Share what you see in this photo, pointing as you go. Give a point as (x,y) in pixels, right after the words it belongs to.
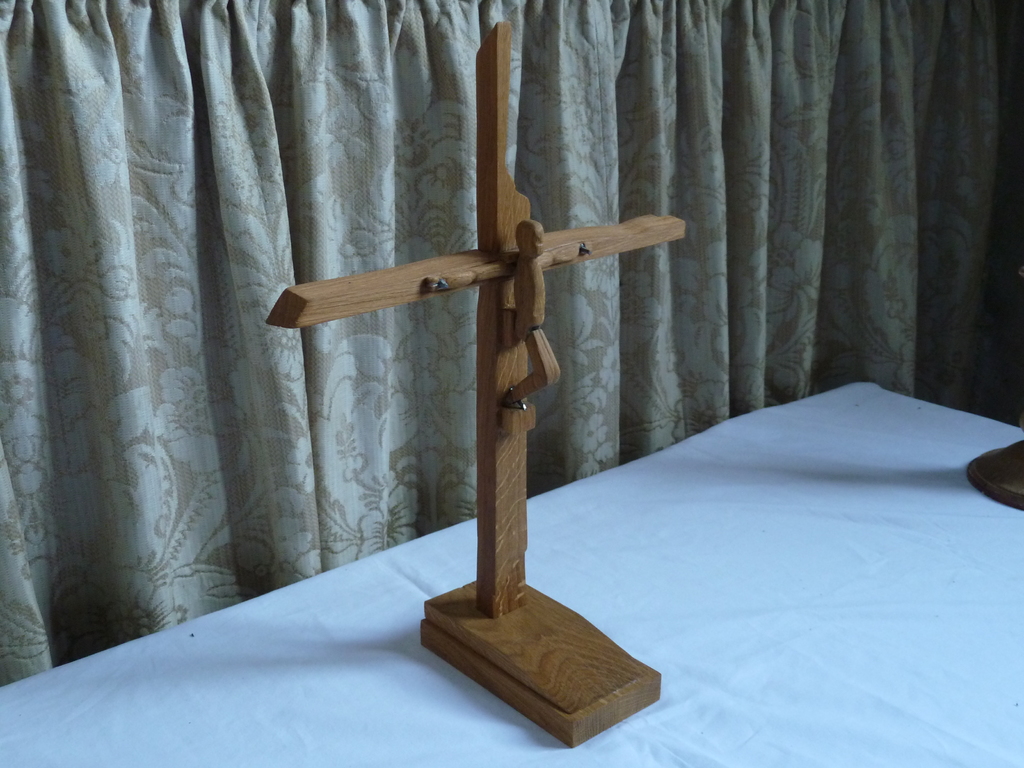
In the center of image (481,344) we can see a cross (607,648) placed on the table (700,696). In the background (116,215) there is a curtain (566,225).
